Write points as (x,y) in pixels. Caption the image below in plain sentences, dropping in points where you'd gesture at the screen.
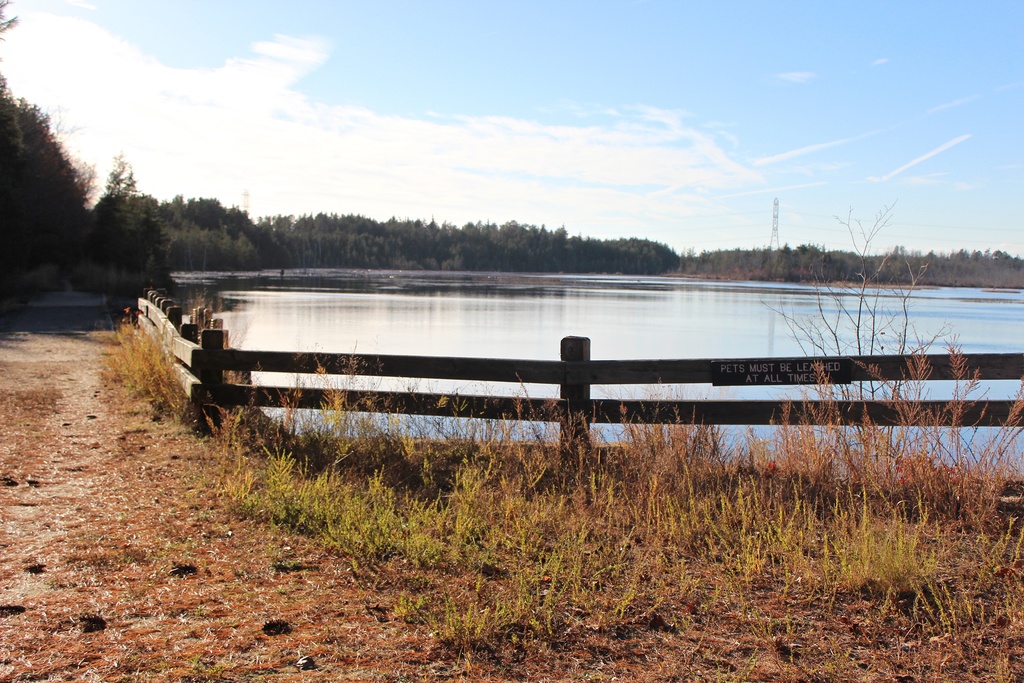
In the center of the image (562,274), we can see a lake (579,322) and there is a fence (681,415) and we can see a board (785,372) and there are trees (554,261). At the bottom (347,586), there is ground (434,591) and some part of it is covered with plants (753,508). At the top (562,105), there is sky (516,130).
